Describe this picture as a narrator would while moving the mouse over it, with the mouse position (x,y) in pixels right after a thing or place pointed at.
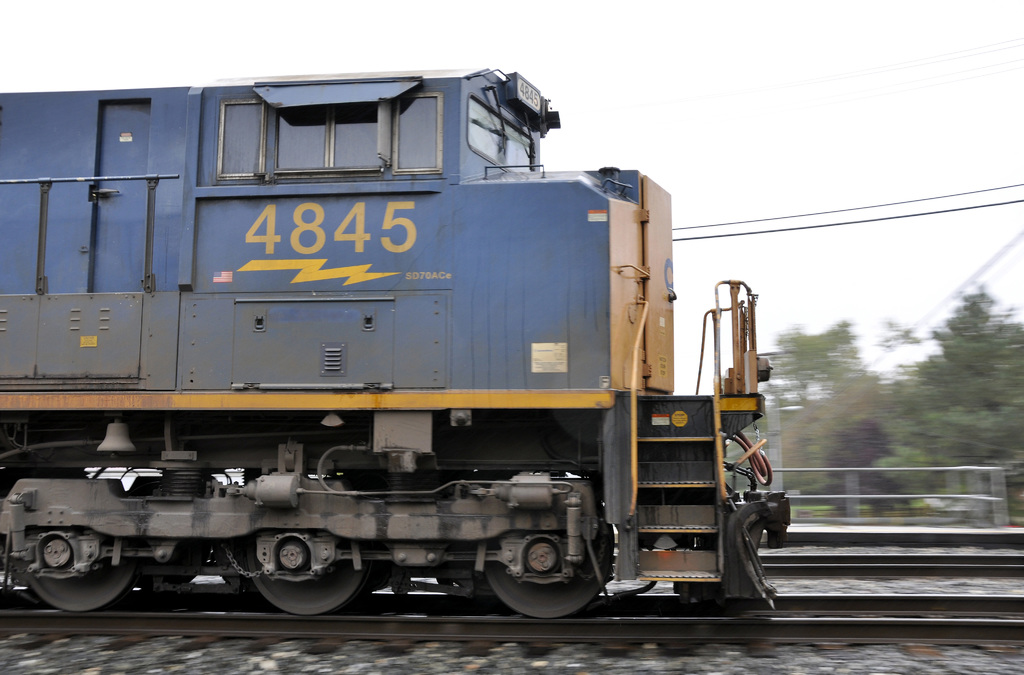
In this picture in the front (323,320) there is a train (306,307) which is blue in colour with some numbers (365,215) written on it, moving on the railway track (842,599) which is in the front (453,595). In the background (840,496) there is a fence (851,488) and there are trees (879,378), wires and the sky (886,79) is cloudy.
